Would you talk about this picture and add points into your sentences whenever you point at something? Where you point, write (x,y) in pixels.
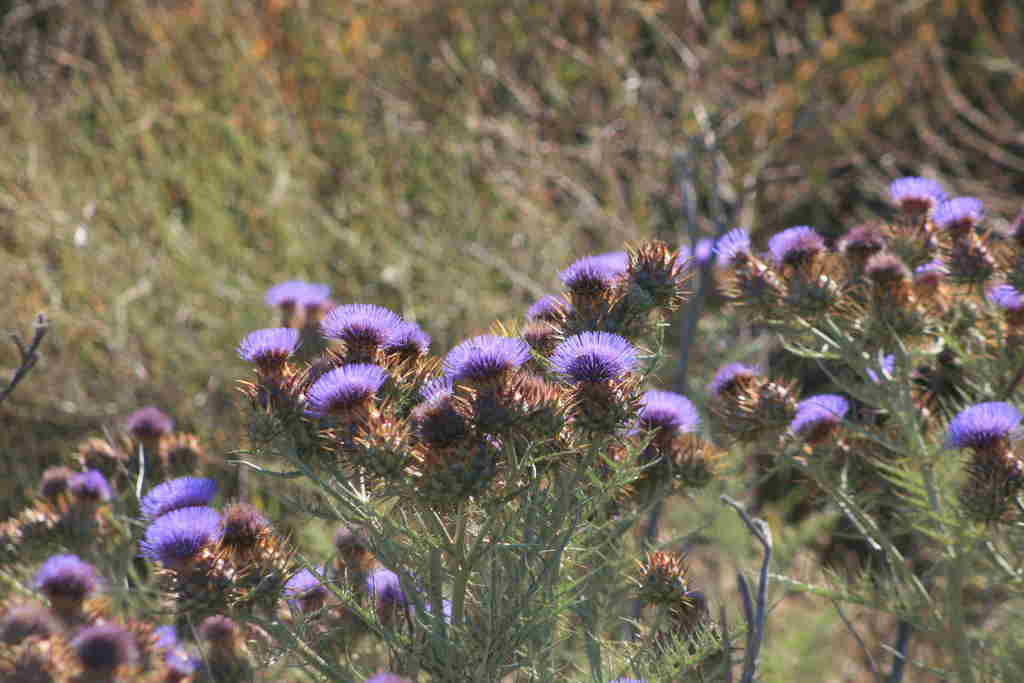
In this picture we can see some flowers (398,600) to the plants (339,559).
